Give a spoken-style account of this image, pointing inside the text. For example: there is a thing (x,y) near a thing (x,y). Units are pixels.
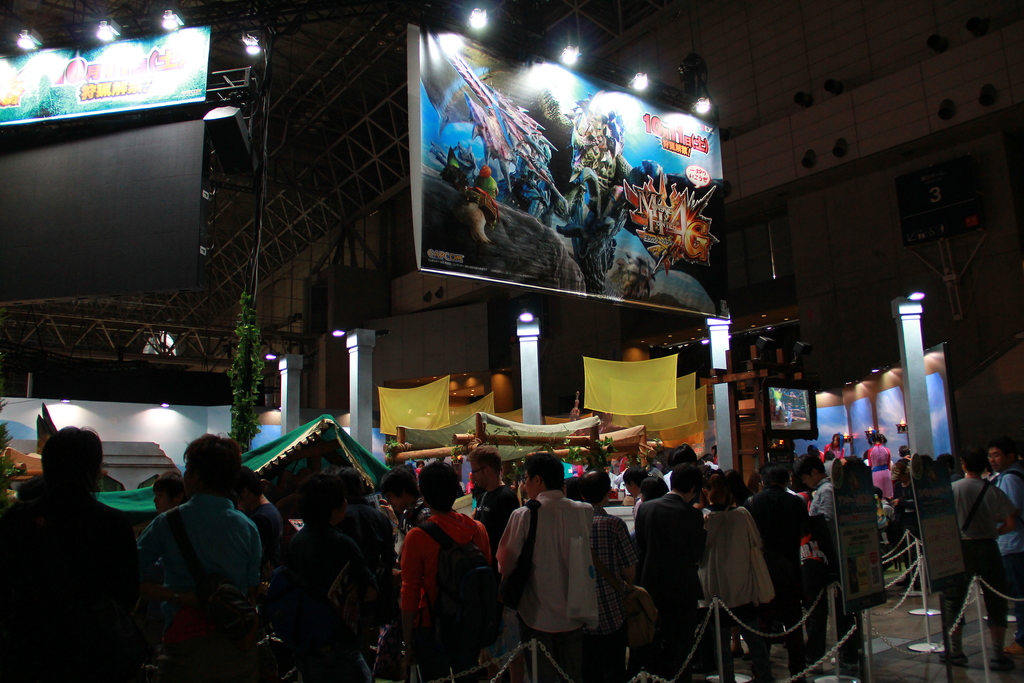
In this picture we can see some people (705,536) are standing, and behind the people (642,568) there are poles (928,609) with chains (897,609) and boards (866,516). In front of the people (613,565) there are hoardings (186,62), poles (293,423) with lights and other objects (439,410). At the top (31,45) there are lights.
